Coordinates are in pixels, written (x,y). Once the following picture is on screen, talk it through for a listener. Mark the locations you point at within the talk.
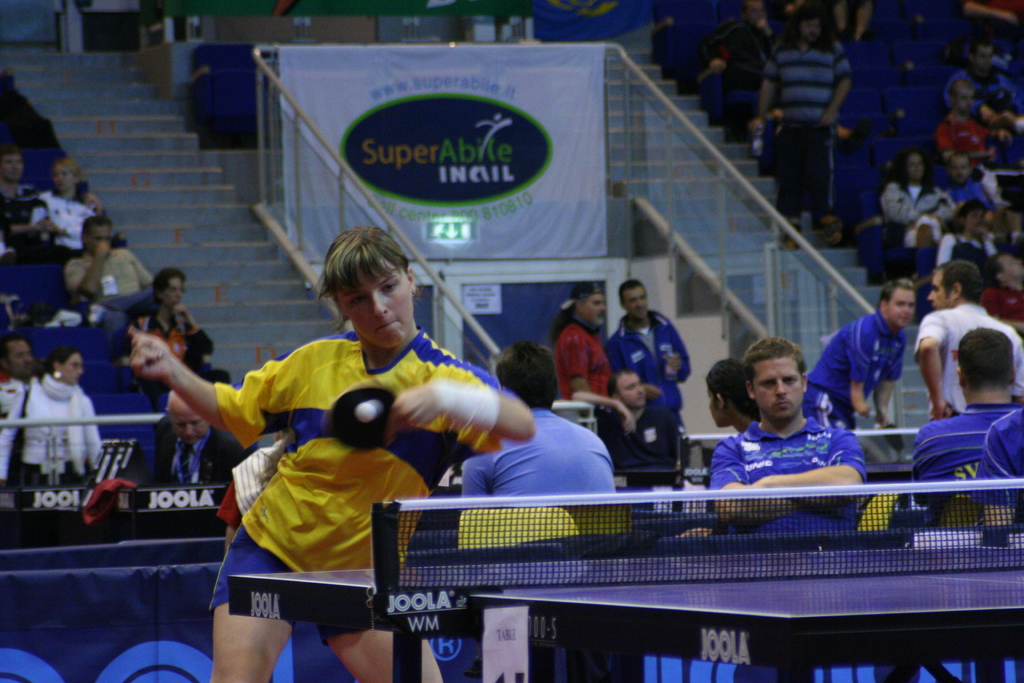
In the image there is a woman (371,384) playing table tennis and behind there are many people (968,323) sitting on the steps (181,264), this is clicked inside a stadium (190,63).
